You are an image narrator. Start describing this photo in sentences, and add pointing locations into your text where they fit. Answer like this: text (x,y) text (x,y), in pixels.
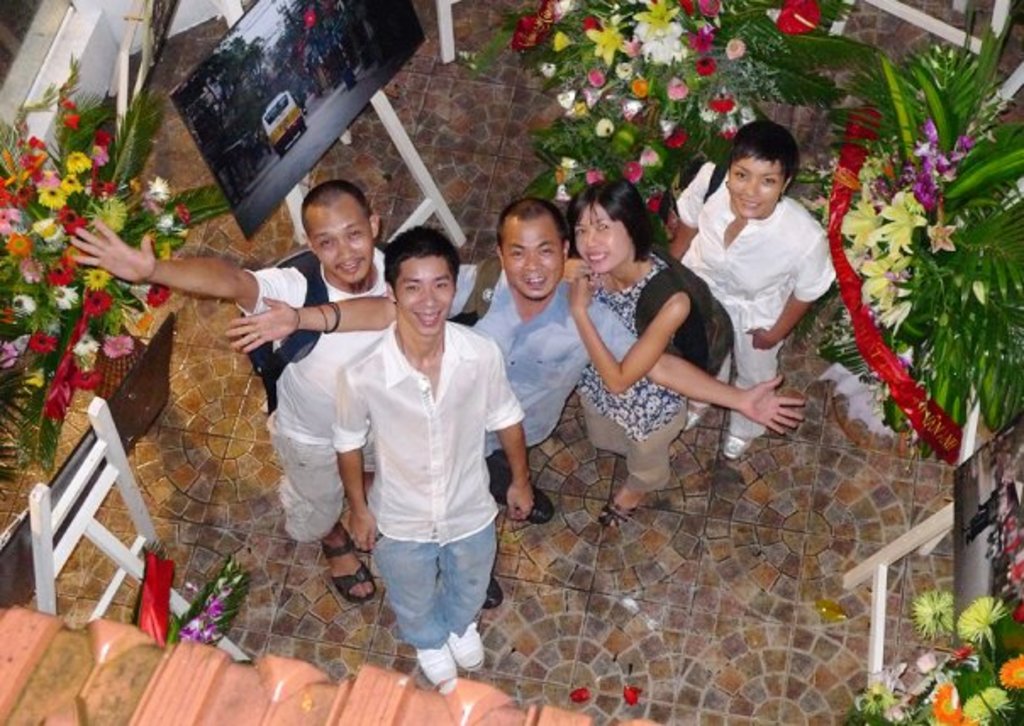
This picture seems to be clicked inside the room (235,313). In the center (449,250) we can see the group of people (537,271) wearing backpacks (319,290), smiling and standing on the ground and we can see a person (419,339) wearing white color shirt (394,372), smiling and standing on the pavement (608,627) and we can see many numbers of objects (596,47) are placed on the ground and we can see the green leaves (804,37), colorful flowers (631,79) and we can see the pictures (268,40) consists of the sky (269,36), trees (261,54), buildings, vehicles (268,114) and the people (1007,495) and some other items (992,494).
